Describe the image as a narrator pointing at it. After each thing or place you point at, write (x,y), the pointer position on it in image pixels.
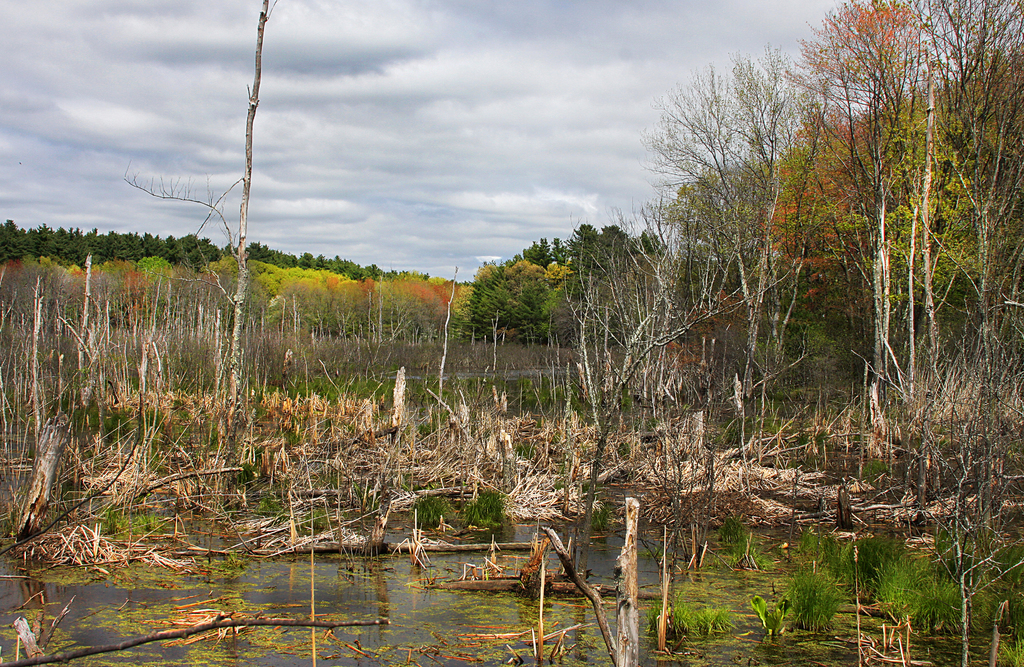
In this image we can see water (431,625), wooden sticks (883,445), small plants (861,567), trees (761,318) and the cloudy sky (380,84) in the background (530,38).
